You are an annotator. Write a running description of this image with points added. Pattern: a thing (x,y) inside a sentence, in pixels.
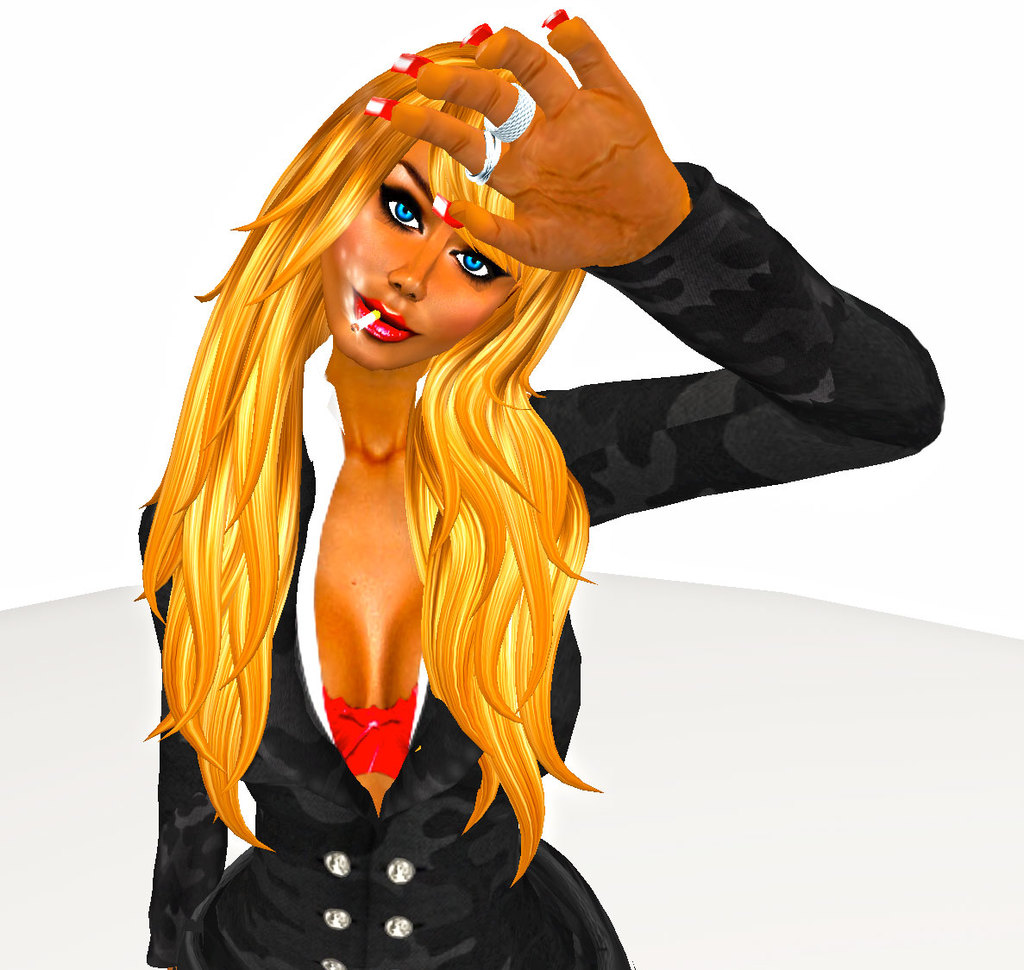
This is an animated image. We can see a lady (436,764). We can also see the ground (685,715) and the wall (777,546).
